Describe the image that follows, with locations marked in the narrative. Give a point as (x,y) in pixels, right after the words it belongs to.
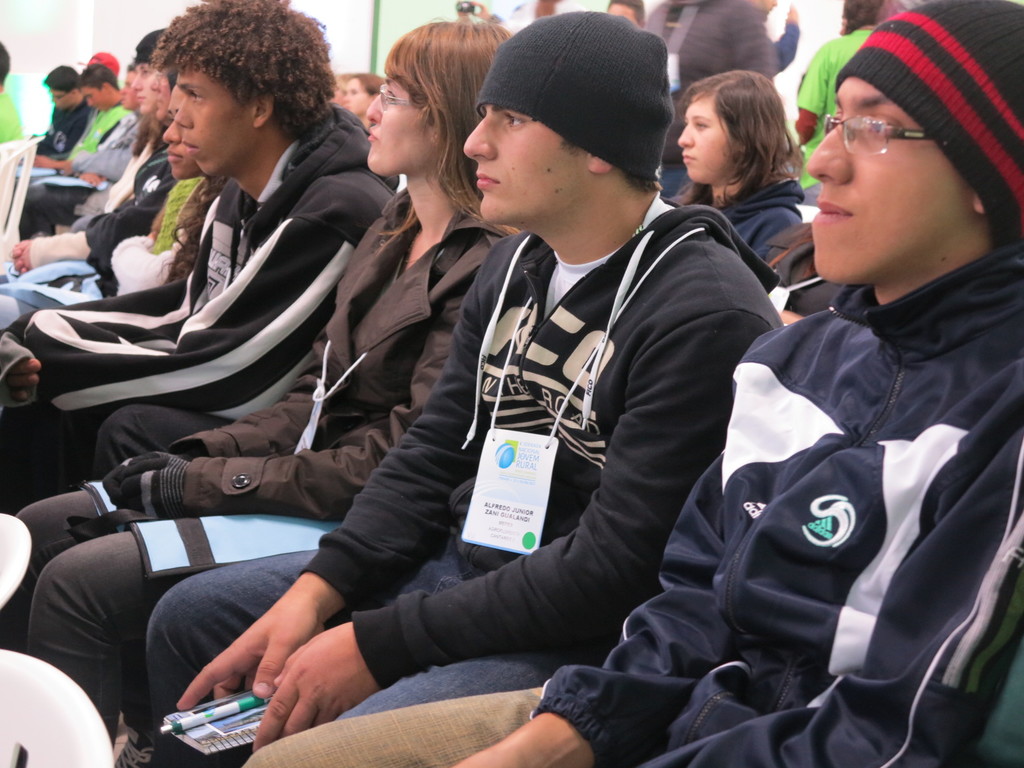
In this picture we can see a group of people (432,328) are sitting on the chairs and wearing jackets (366,294) and some of them are wearing caps (937,118). At the top of the image (32,35) we can see the wall (32,35) and some persons (794,38) are standing.
